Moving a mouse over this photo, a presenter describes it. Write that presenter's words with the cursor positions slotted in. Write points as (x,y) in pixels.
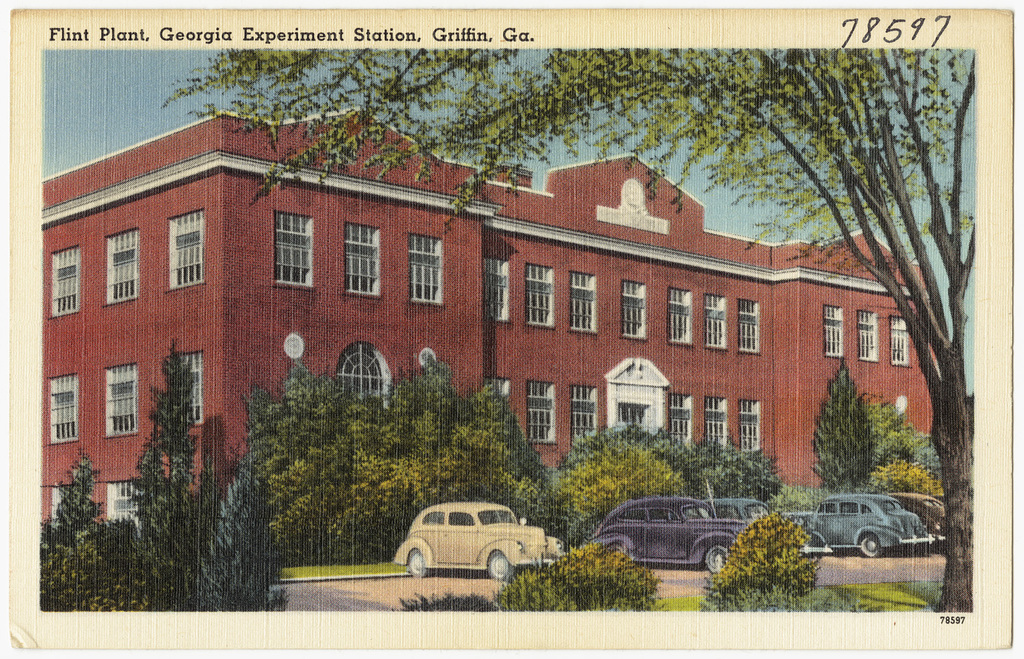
In this image there is a painting (516,501). There are few cars (649,558) on the road (460,570). Behind it there is grassland (327,570) having few trees (376,472). Background (129,332) there is a building (576,341). Right side (922,164) there is a tree (929,344). Bottom of the image (131,568) there are few plants (152,551). Left top there is sky (67,82). Top of the image (139,35) there is some text (339,42).
